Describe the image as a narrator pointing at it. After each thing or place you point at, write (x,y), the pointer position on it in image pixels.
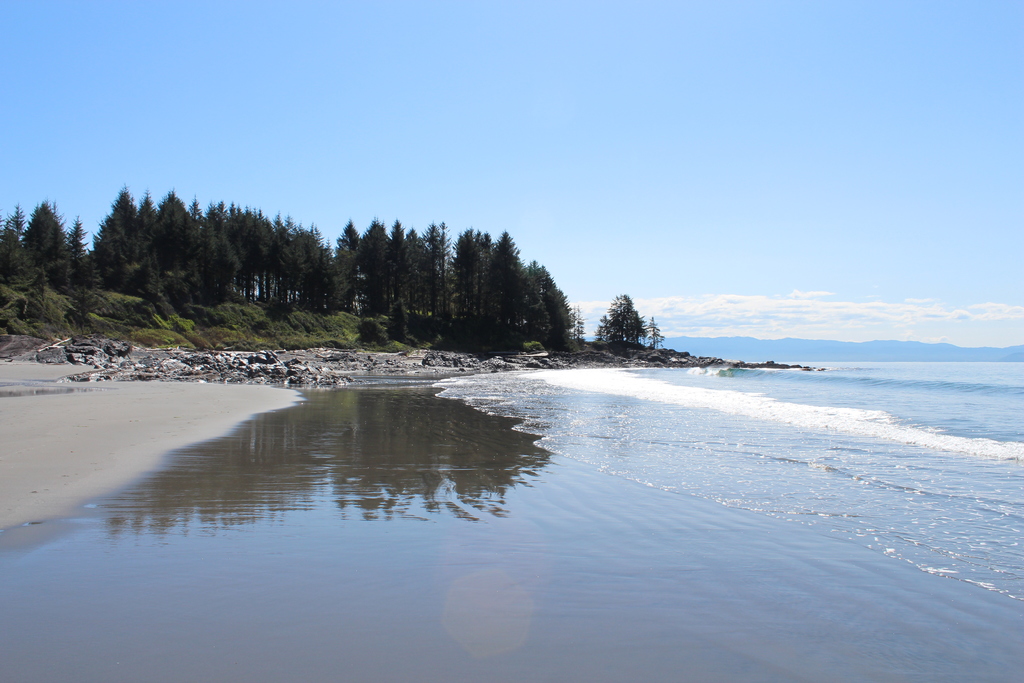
In the center of the image (486,311) we can see trees (632,319), hills (750,352), rocks (342,354), grass (231,324). At the bottom of the image (258,534) we can see water (645,544), soil (159,429). At the top of the image (707,185) clouds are present in the sky (652,223).
